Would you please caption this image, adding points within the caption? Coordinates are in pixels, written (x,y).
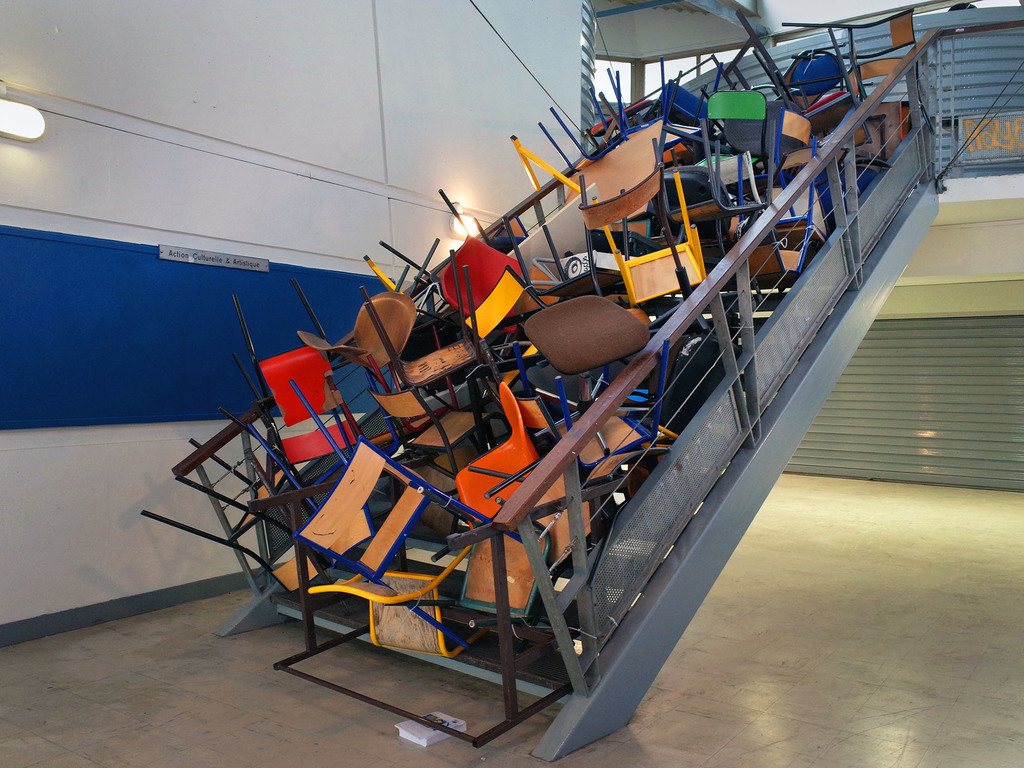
This image consists of stairs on which there are many chairs (457,277) made up of wood (400,590) and plastic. At the bottom (858,632), there is a floor (945,538). In the background (986,348), there is a shutter (938,377). To the left (4,465), there is a big wall (79,161) on which a light (19,103) is fixed.
